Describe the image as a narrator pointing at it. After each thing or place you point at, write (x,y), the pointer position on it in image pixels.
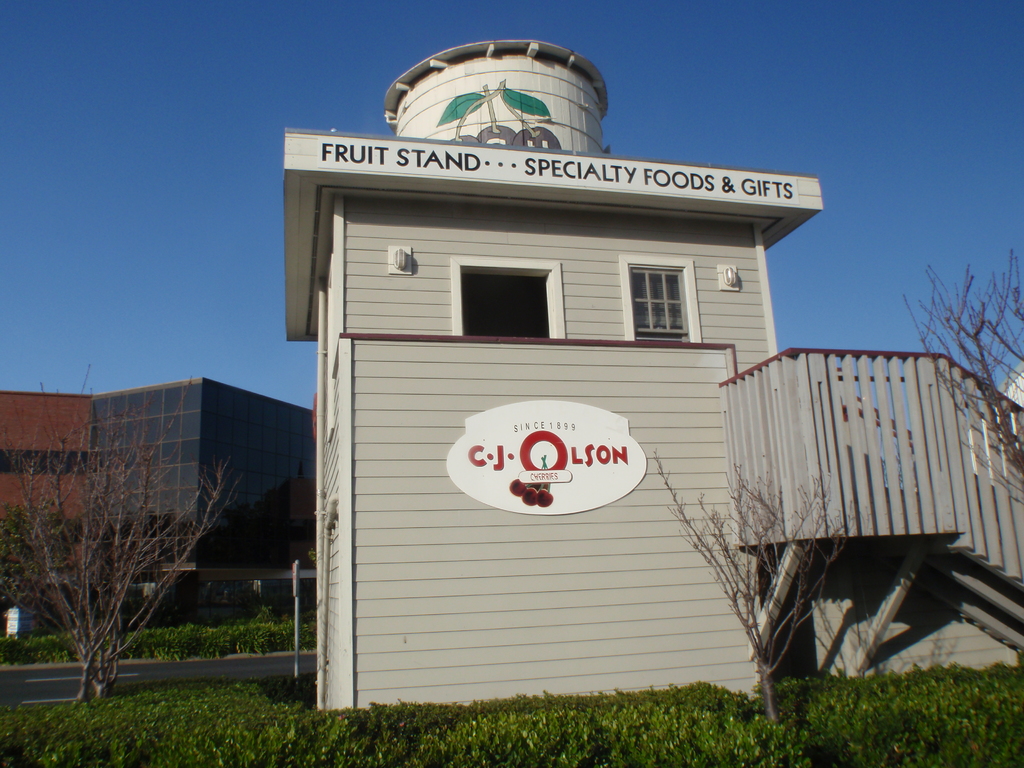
In this image I can see the plants (28,572), on the left side (123,581) and on the right side (833,684), at the bottom (724,746) I can see many plants (29,719), in this picture I can see the house (554,687), in the background (163,112) I can see the sky (180,126).
